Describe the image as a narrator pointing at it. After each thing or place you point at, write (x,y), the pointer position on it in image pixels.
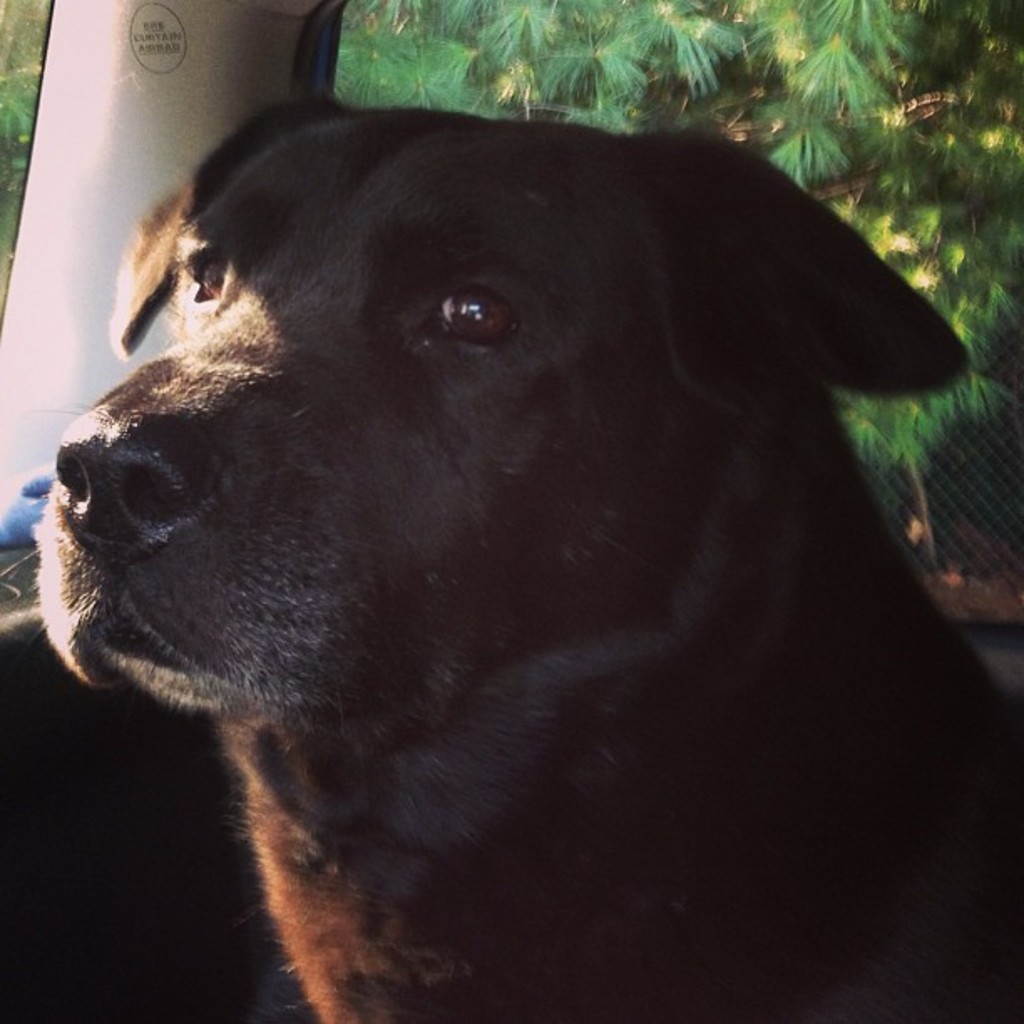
In this image in the foreground (759,539) there is one dog (607,637), and it seems that the dog (426,314) is in vehicle (286,20). And in the background (777,136) there are some plants (909,148) and net (974,468).
